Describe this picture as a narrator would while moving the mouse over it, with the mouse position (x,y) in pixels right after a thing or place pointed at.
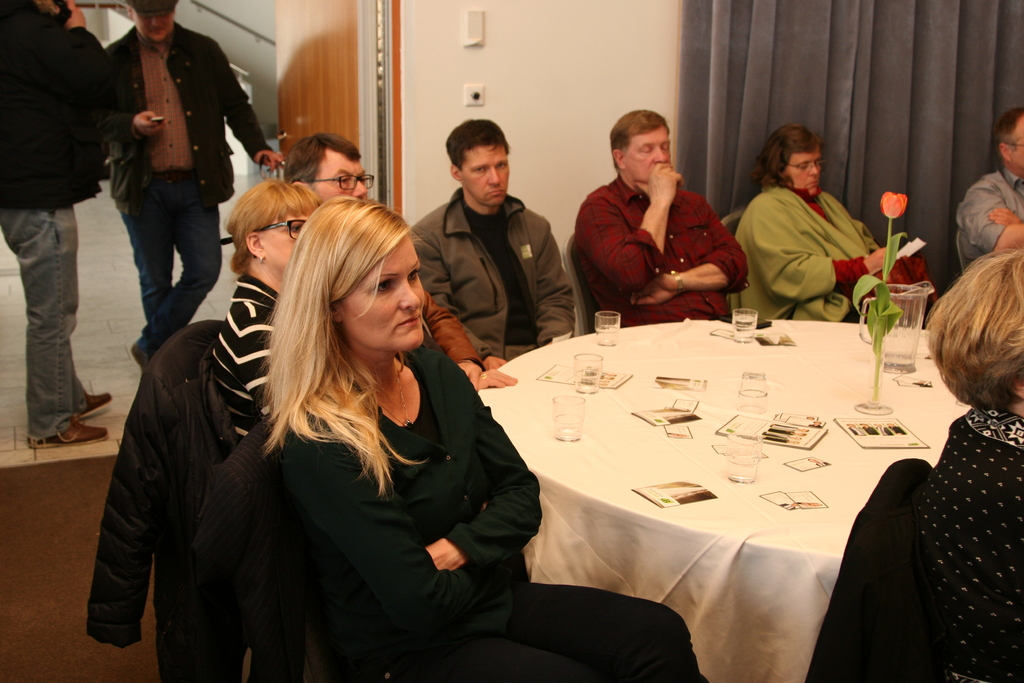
In the picture we can see some people (508,352) are sitting on a chairs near the table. On the table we can see a table cloth (533,356) with glasses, papers (555,375), and flower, In the background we can see a curtain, wall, a door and two persons (82,120) standing.
